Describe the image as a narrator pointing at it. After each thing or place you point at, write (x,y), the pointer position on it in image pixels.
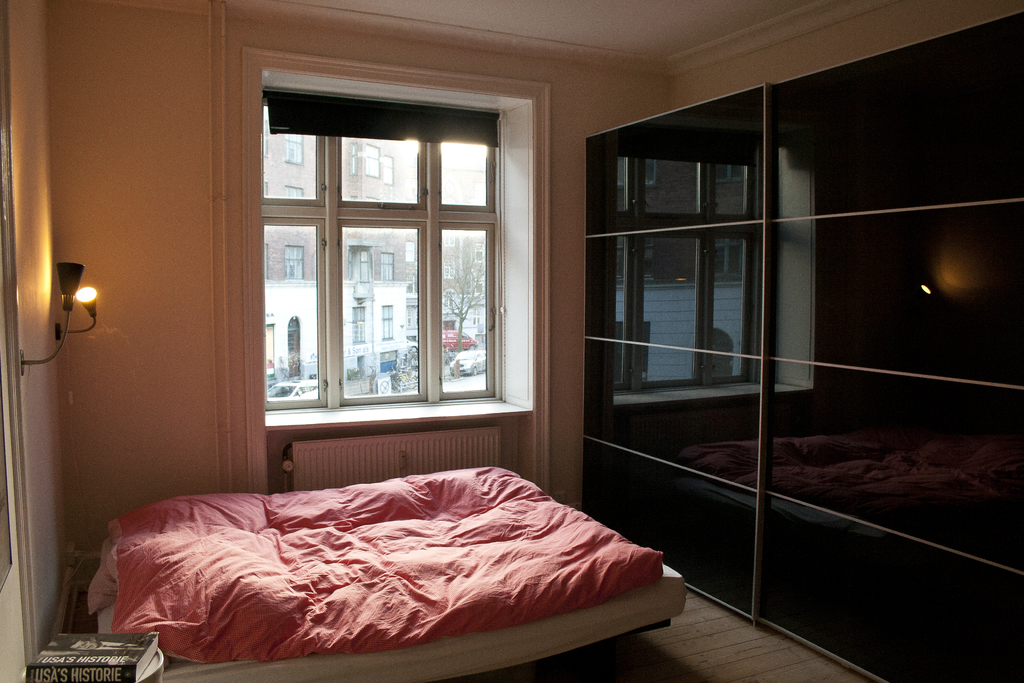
In this image I can see the inner part of the room (29,231). I can see few windows (442,208), light (62,340), glass cupboard (755,302) and the bed (372,616). I can see the blanket (335,590) on the bed (562,628). In the background (382,161) I can see few buildings (286,228), windows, trees (458,307), vehicles (456,336).
